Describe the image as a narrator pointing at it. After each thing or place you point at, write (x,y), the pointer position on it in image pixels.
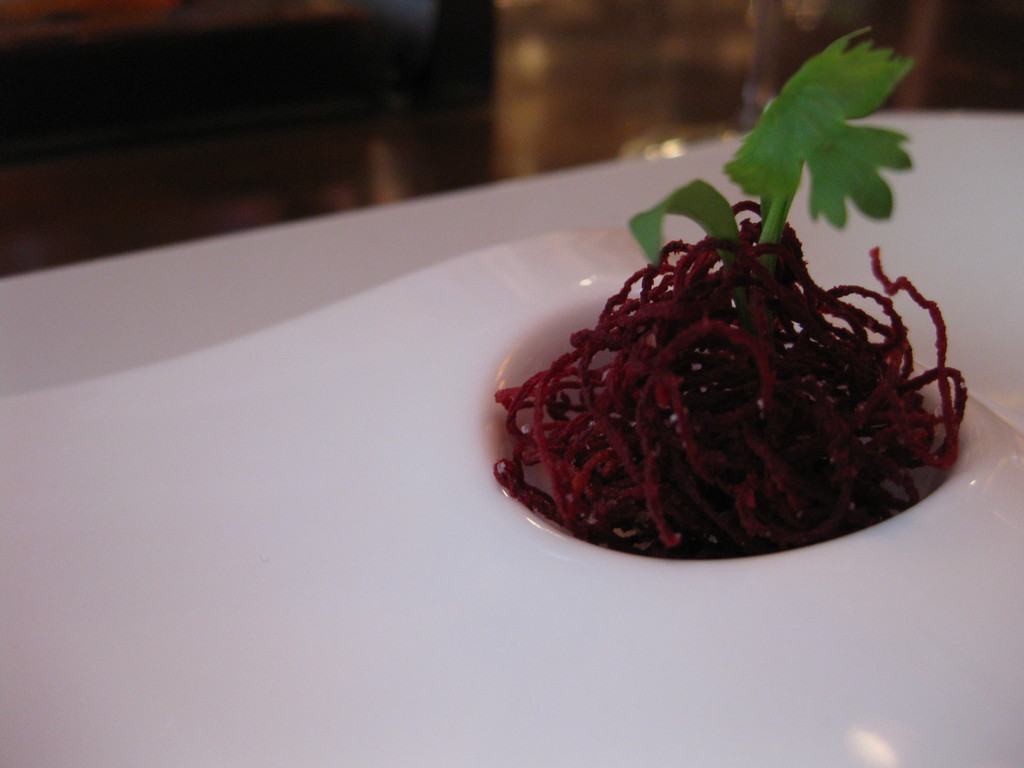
In the image I can see a food item (793,256) on which there is a leafy vegetable (787,97).
